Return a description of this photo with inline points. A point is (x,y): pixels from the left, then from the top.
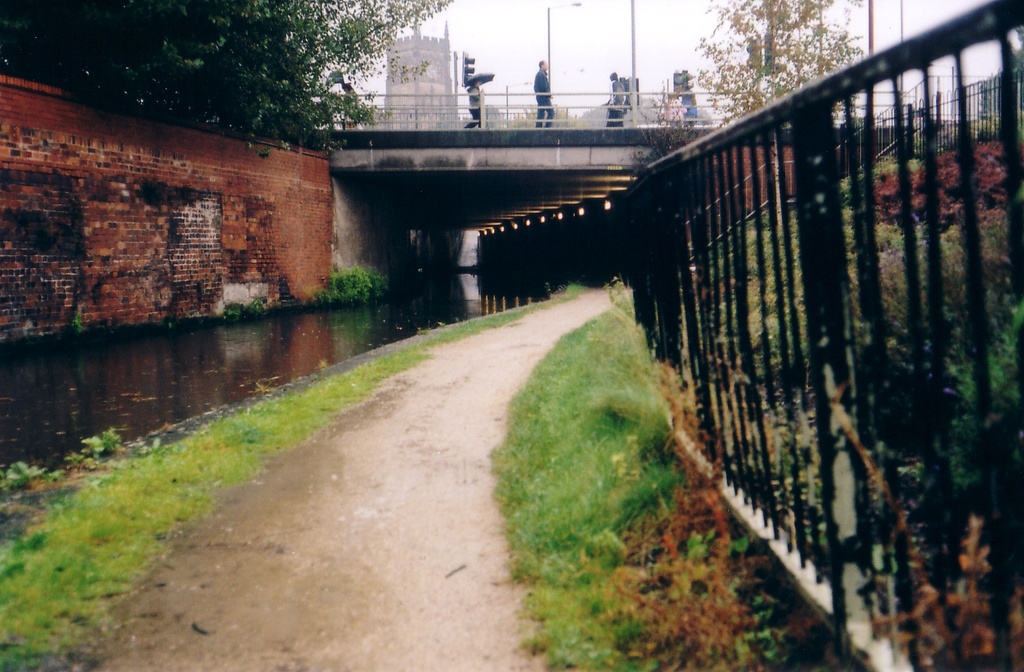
In the picture we can see a pathway (275,513) on the either sides of the path (336,468) we can see grass surface (605,383) and on the one side, we can see a wall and on the other side, we can see railing (870,193) and in the background (377,154), we can see a bridge (516,147) and some people (542,79) are standing on it and we can see some poles (635,80) and behind it we can see a historical construction (434,57), trees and sky (478,67).
